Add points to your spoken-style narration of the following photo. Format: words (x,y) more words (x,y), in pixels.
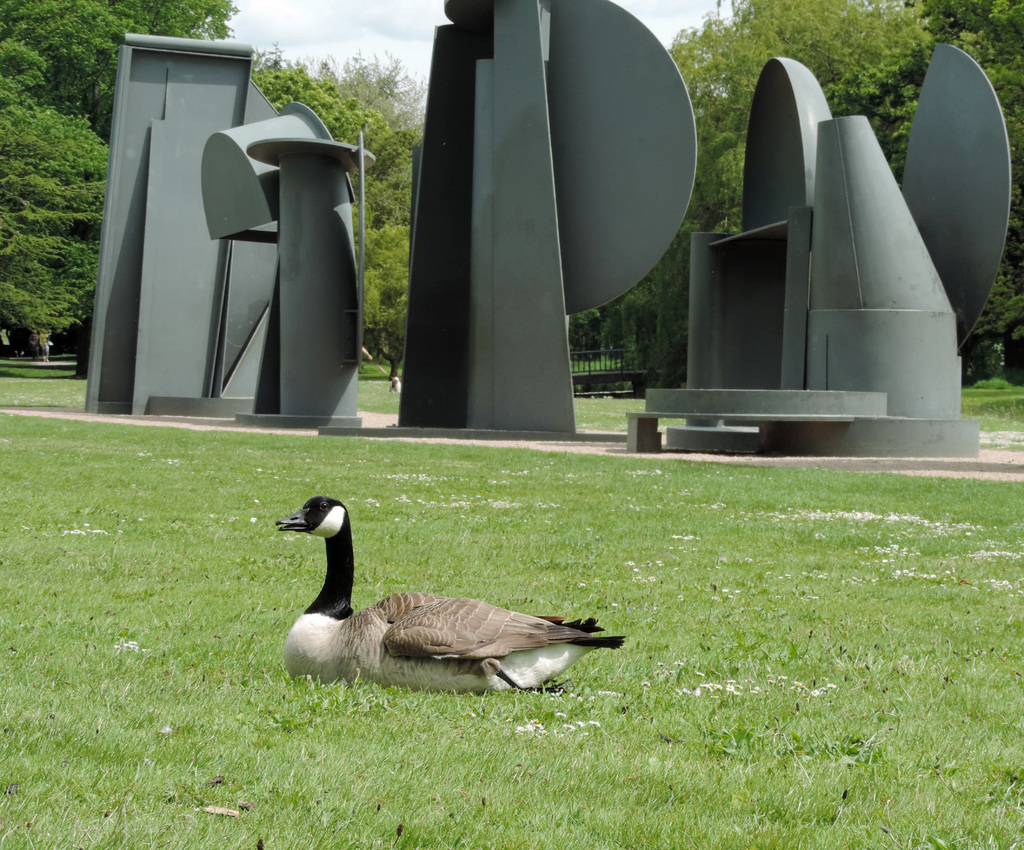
In this image, we can see a bird (347,624). We can see the ground (130,587). We can see some grass (60,554). There are a few trees (395,68) and structures (427,172). We can see the fence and the sky (388,38).
